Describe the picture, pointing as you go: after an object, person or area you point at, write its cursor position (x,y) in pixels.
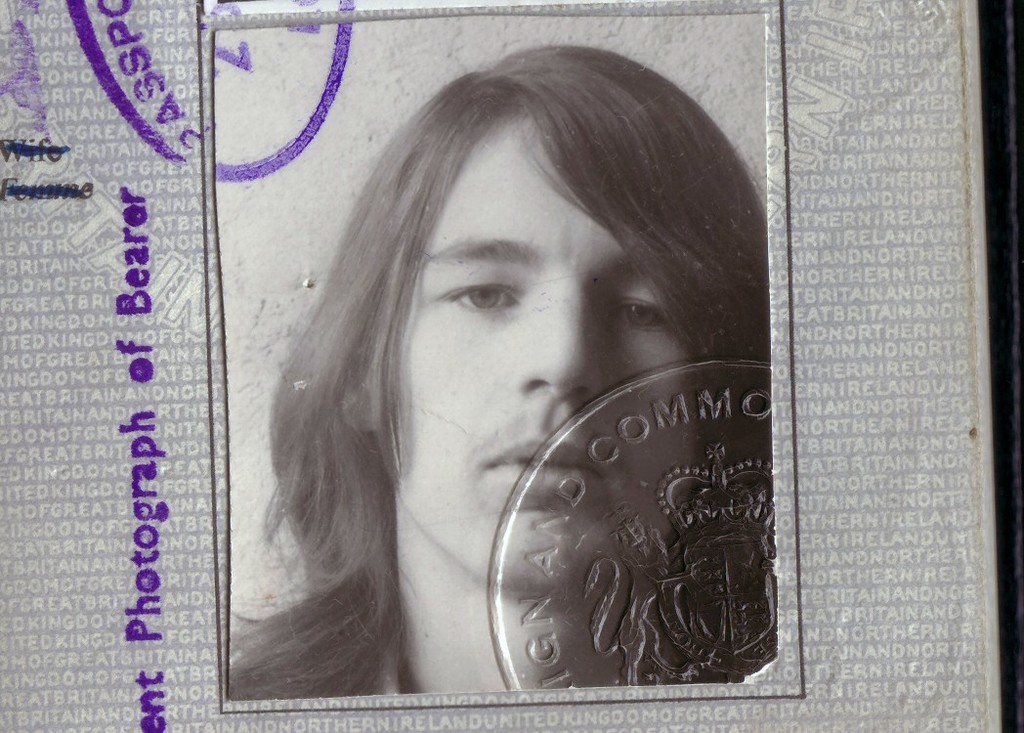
There is a black and white photograph of a person (672,303) and there is a stamp (170,136) on it.
